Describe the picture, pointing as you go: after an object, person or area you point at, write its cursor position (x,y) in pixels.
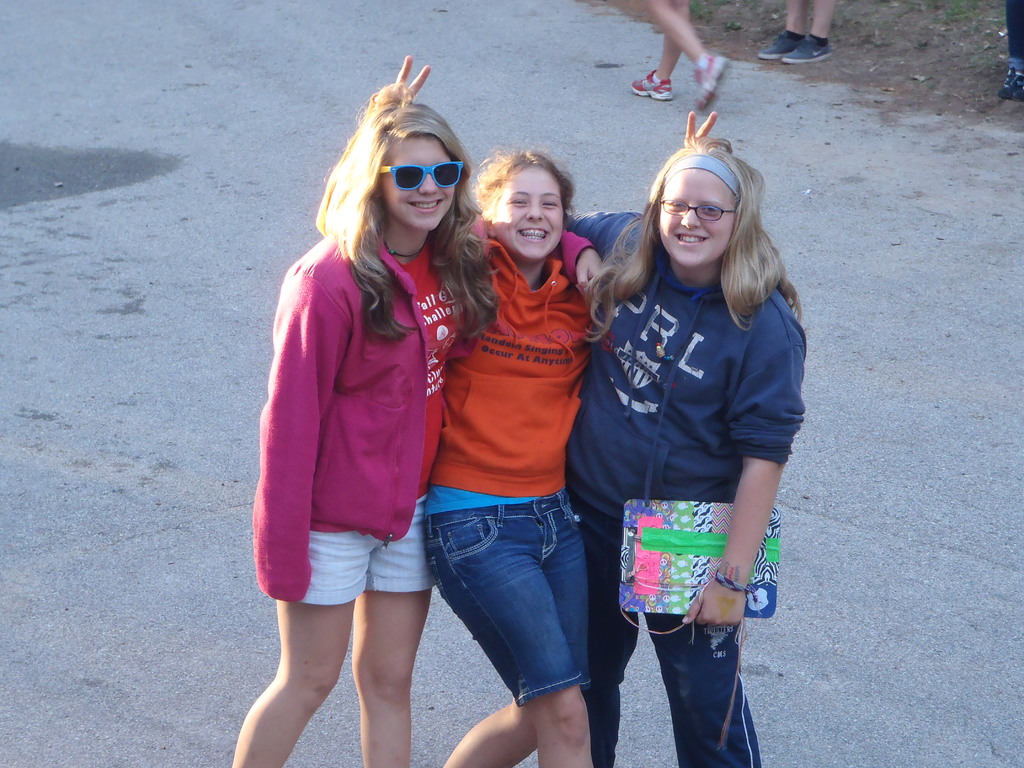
This picture is clicked outside. On the right (700,244) there is a woman (691,295) wearing a hoodie (665,412), holding an object (683,571), smiling and standing on the ground (623,752). On the left (315,301) we can see the two persons (544,298) smiling and standing on the ground (347,719). In the background (678,20) we can see there is a person (668,88) walking on the ground (776,85) and a person (817,34) standing on the ground (871,65).
